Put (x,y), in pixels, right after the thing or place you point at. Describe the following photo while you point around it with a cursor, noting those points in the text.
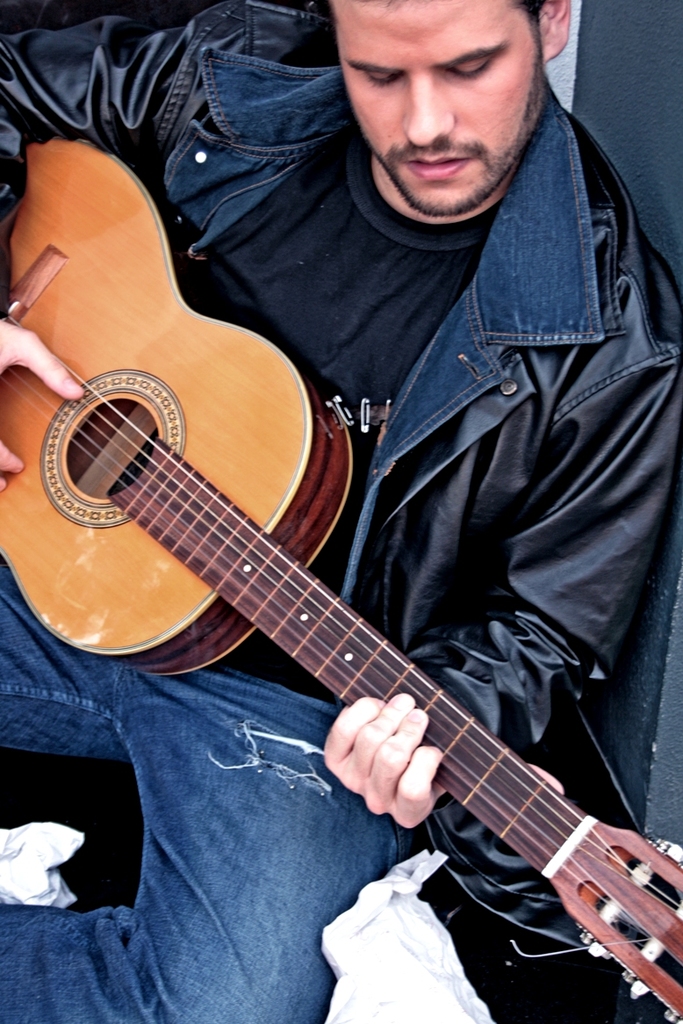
There is a man (434,329) sitting on the floor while playing the guitar (260,494) which is in his hands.
